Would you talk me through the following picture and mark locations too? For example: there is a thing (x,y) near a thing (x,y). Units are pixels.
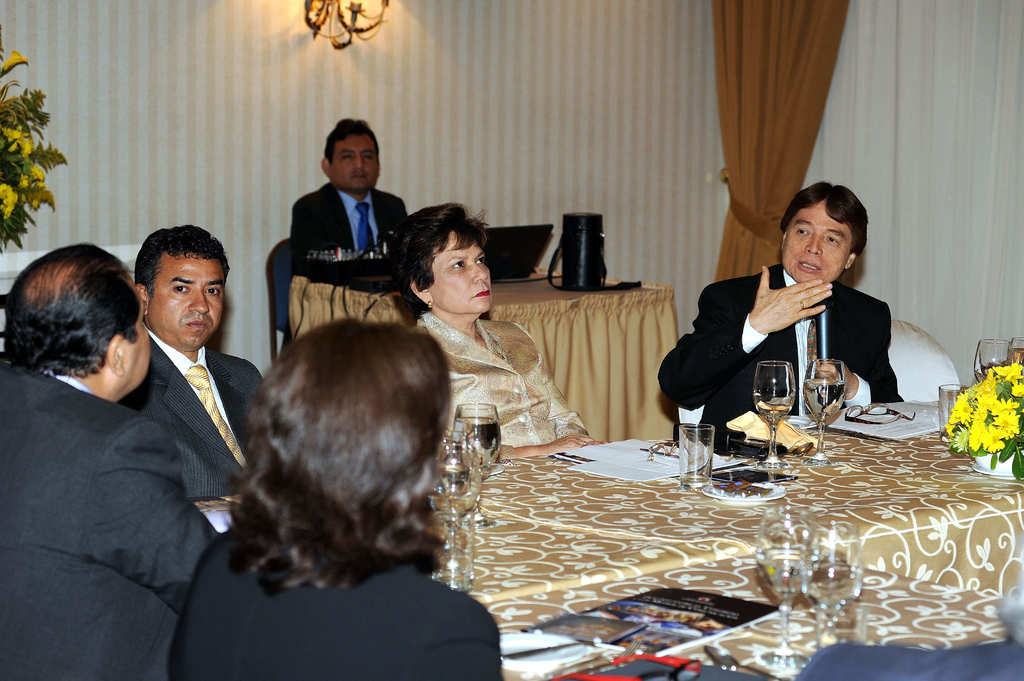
As we can see in the image, there is a curtain (767,104), wall (487,72), few people (279,398) sitting on chairs (277,283) and there is a table (698,513). On table (807,502) there is a flower (965,415), glasses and papers (632,451).
